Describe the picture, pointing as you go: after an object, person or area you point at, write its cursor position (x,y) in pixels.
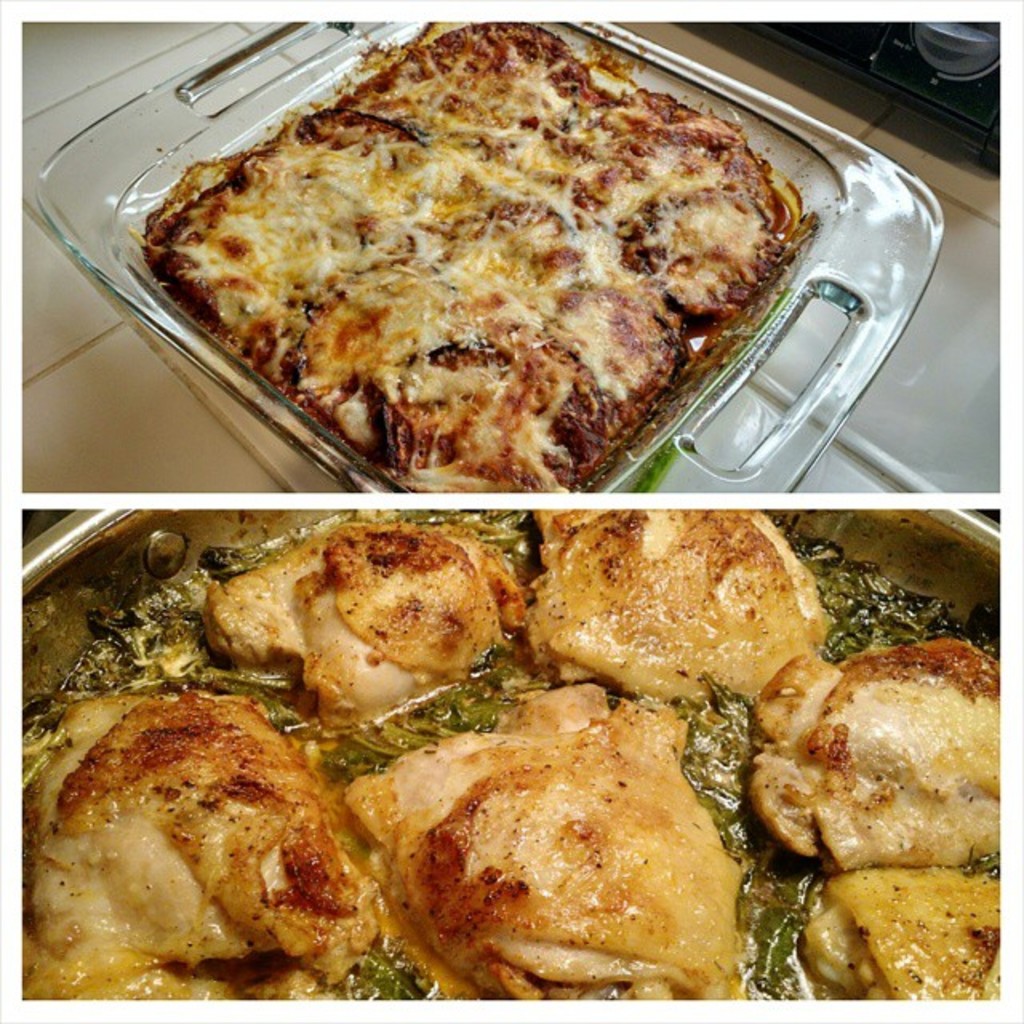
In this image I can see it is a photo collage, there are food items (540,606).
